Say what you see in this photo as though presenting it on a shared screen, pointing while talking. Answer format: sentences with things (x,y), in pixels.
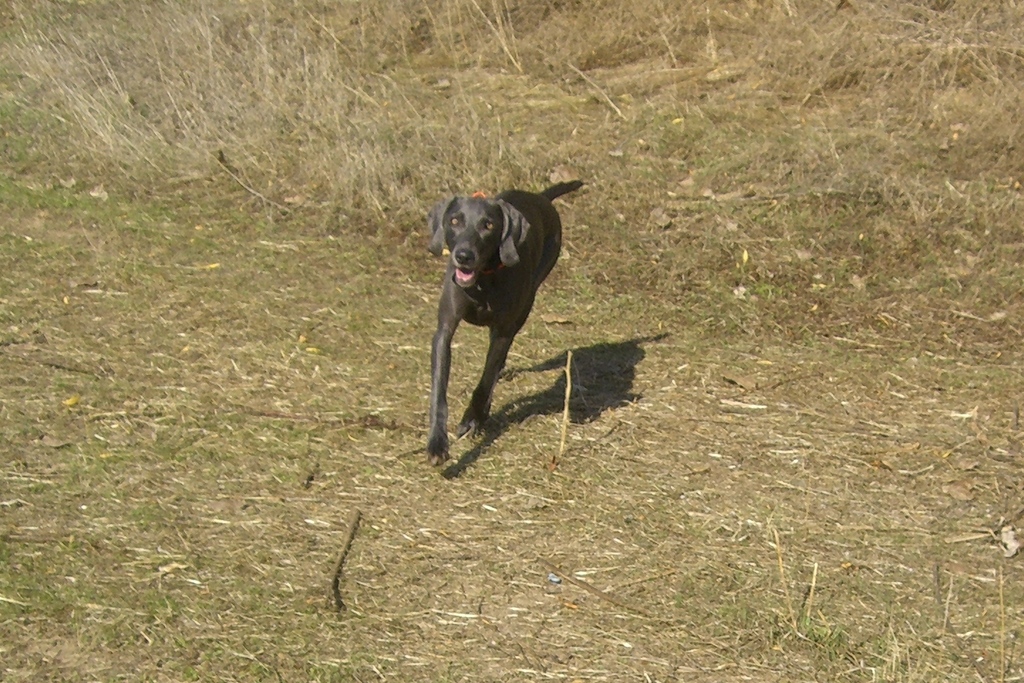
In this picture I can see a black color dog (490,359) running and I can see grass (670,172) on the ground (632,277).
